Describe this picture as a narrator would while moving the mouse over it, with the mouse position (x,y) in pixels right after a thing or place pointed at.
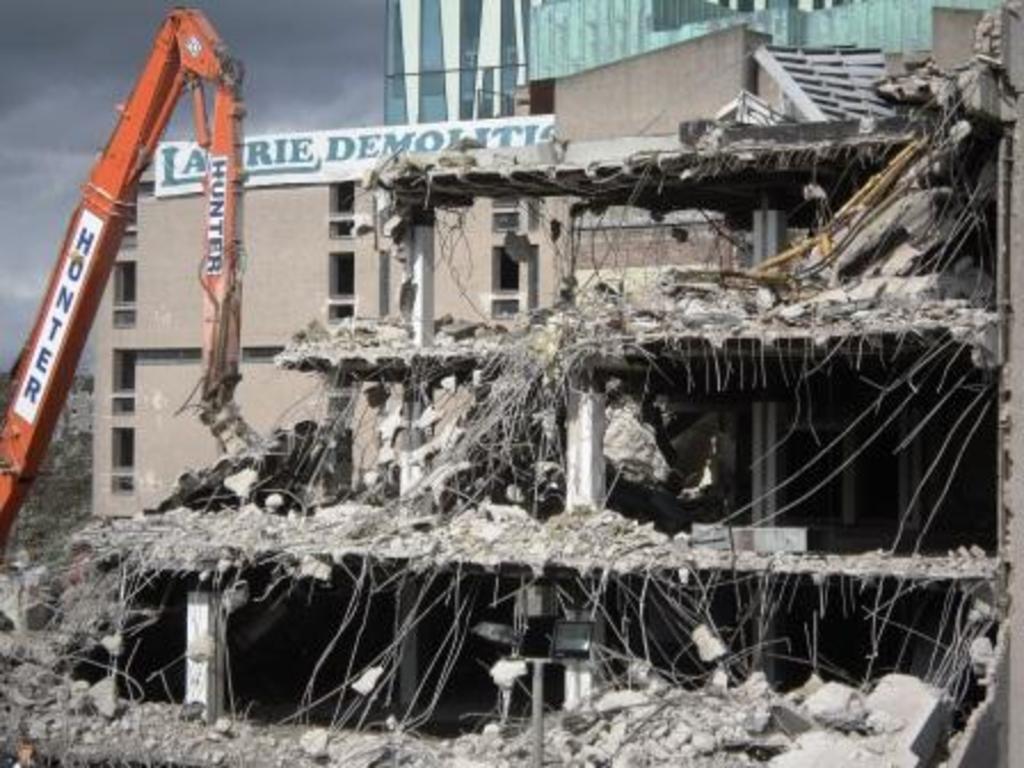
Here we can see a collapsed building (525,468) and on the left (71,301) there is a excavator (21,456). In the background (40,251) there are buildings (184,293), glass (415,77), hoarding (248,176) on the building (275,184) and clouds (46,90) in the sky (46,90).
